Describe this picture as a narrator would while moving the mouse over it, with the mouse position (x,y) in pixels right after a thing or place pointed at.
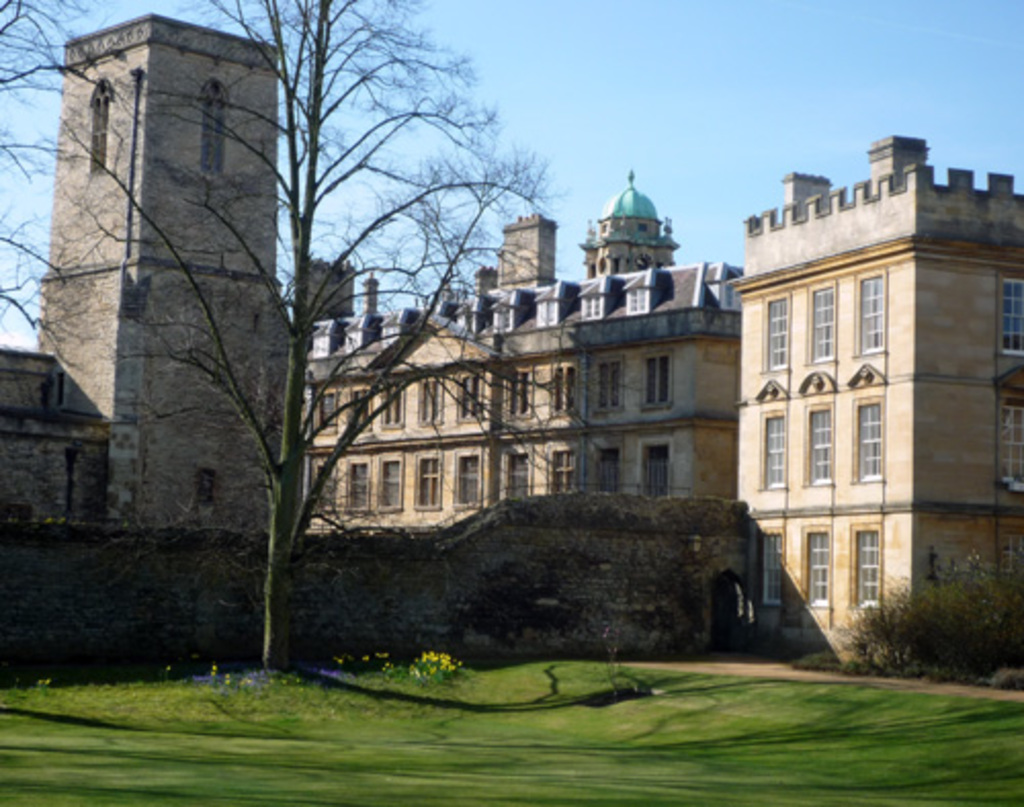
In this image there is a building (568,418), in front of the building (399,482) there is a tree (290,442), in front of the tree (288,322) there's grass (519,735) on the surface (514,695).
